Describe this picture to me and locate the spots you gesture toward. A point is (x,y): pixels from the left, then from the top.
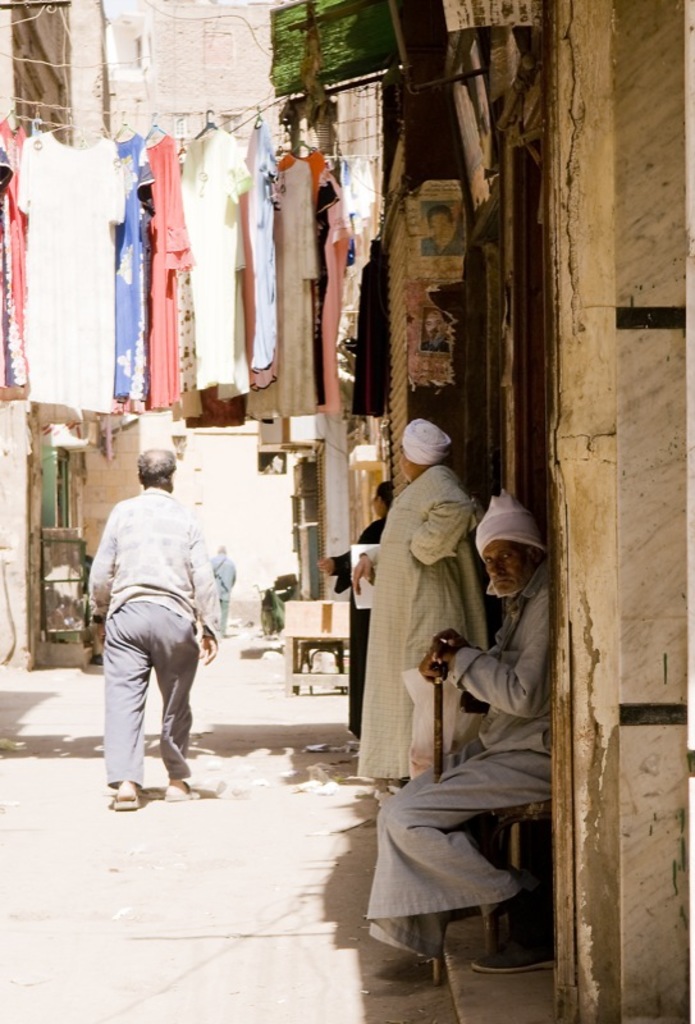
This picture consists of person (421,486) visible in front of the building (29,561), there are two persons (176,715) walking on the road (99,802), in front of building (10,84), at the top (298,225) there is a rope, there are some hangers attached to the rope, on the hangers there are some clothes (236,353) visible.
